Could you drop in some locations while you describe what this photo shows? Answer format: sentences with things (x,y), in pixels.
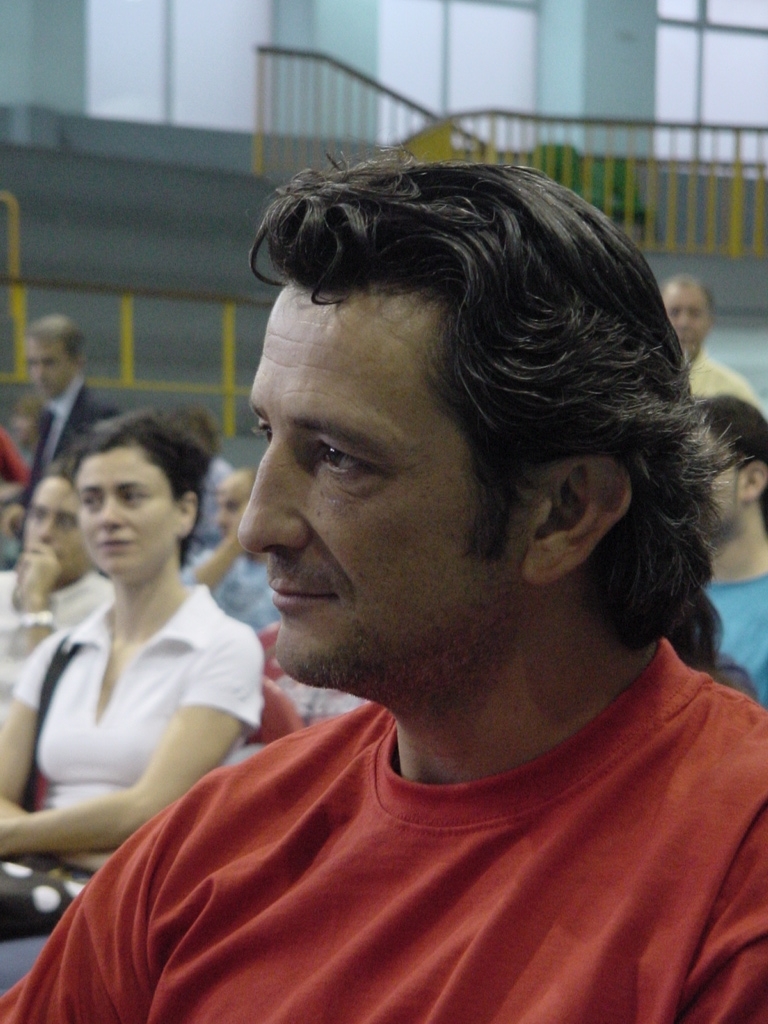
In this image we can see a man (459,622) is sitting. He is wearing a T-shirt (365,934). In the background (112,503), we can see people (170,514) are standing and sitting. At the top of the image (211,123), we can see railing (651,161), wall (374,55) and windows (480,57).
